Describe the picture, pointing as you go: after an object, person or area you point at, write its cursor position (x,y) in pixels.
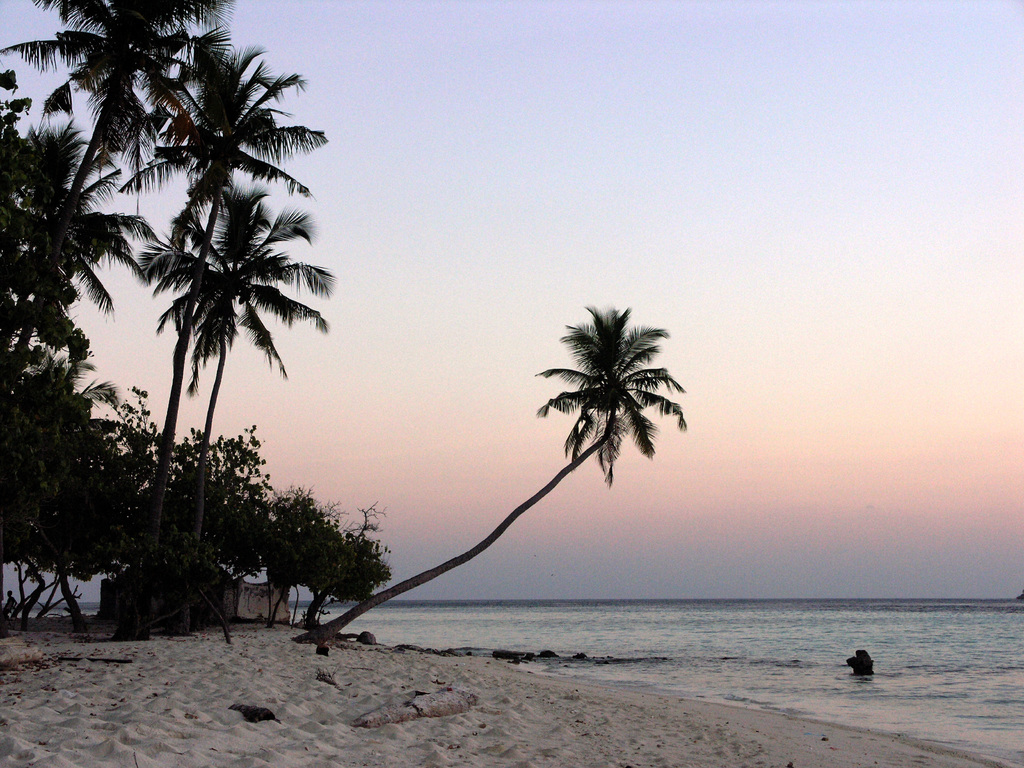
In this picture we can see trees (110,497), wall (264,601), sand (444,662), water (957,628), stones (633,662), some objects (268,717) and in the background (434,295) we can see the sky (699,280).
